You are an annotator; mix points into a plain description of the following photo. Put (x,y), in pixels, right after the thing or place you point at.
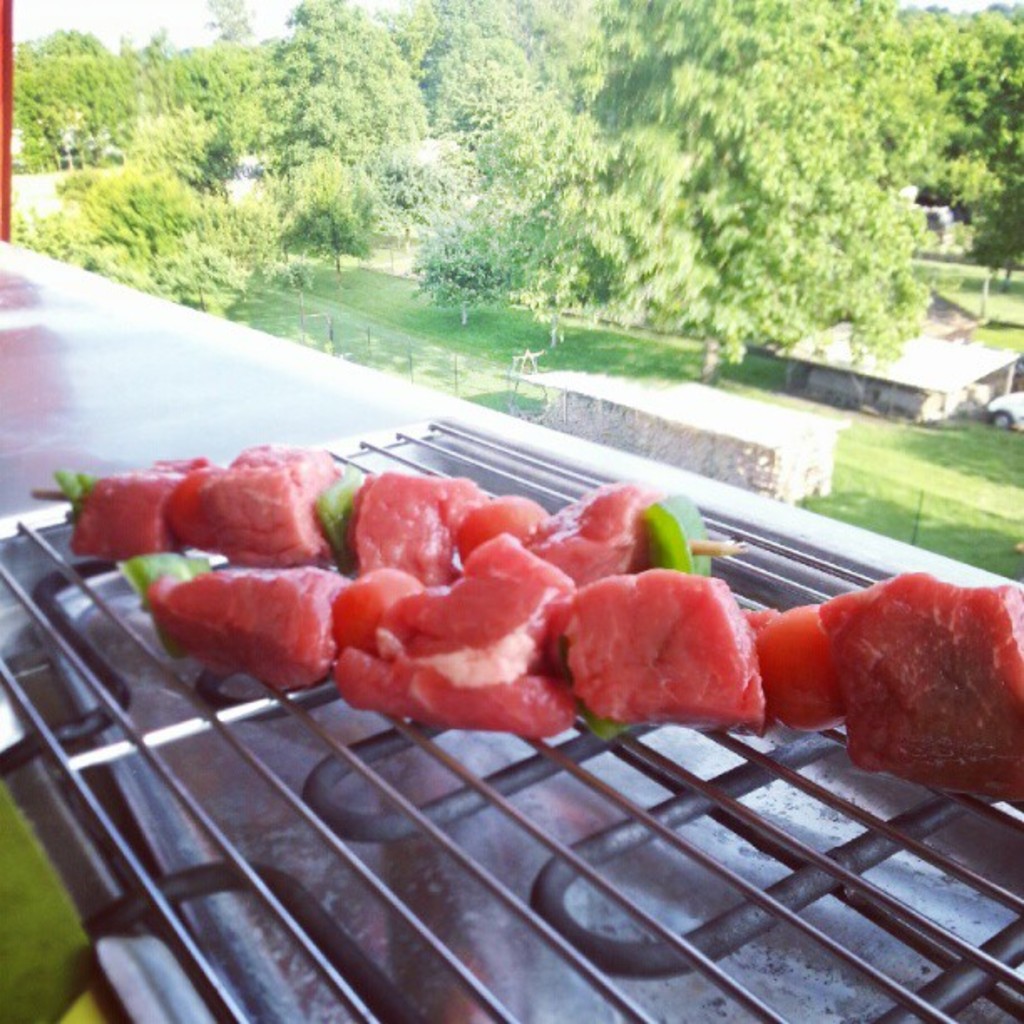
Here we can see food (588,613) on grills (319,732). Background (770,87) we can see trees (752,90) and grass (846,492).
